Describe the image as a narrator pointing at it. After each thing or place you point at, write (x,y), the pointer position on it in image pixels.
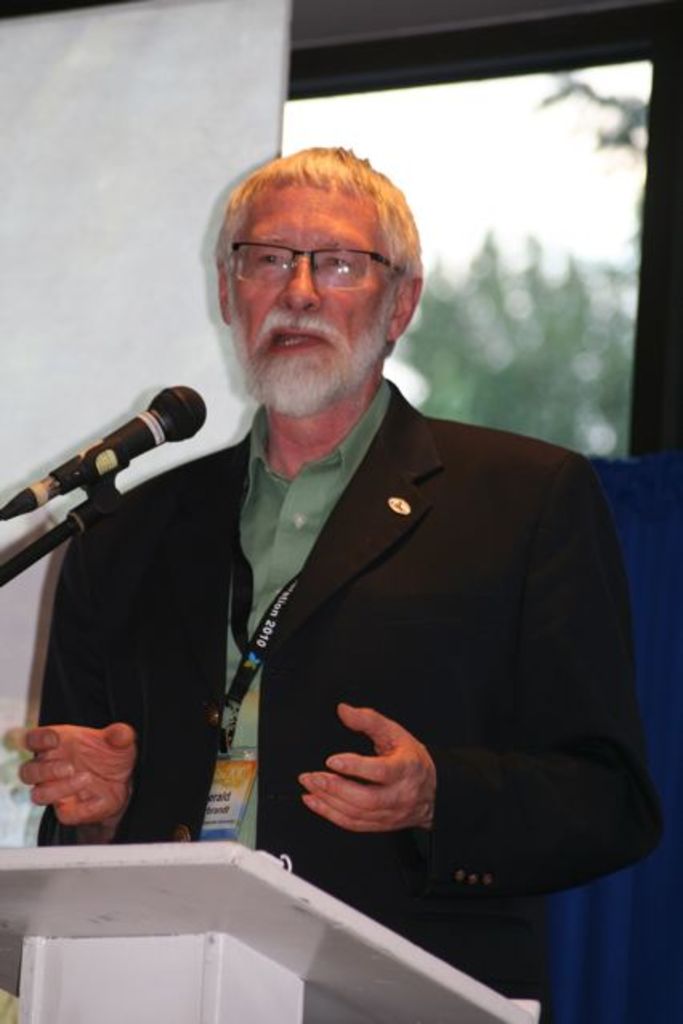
In this picture there is a man (472,702) who is wearing spectacle (285,274), blazer (347,501), shirt (295,524) and ID card (209,819). He is standing near to the speech desk (207,954) and mic (136,450). Beside him there is a banner (126,246). In the back (557,438) there is a window (661,381). Through the window (662,327) i can see the trees (548,381) and sky (495,171).
